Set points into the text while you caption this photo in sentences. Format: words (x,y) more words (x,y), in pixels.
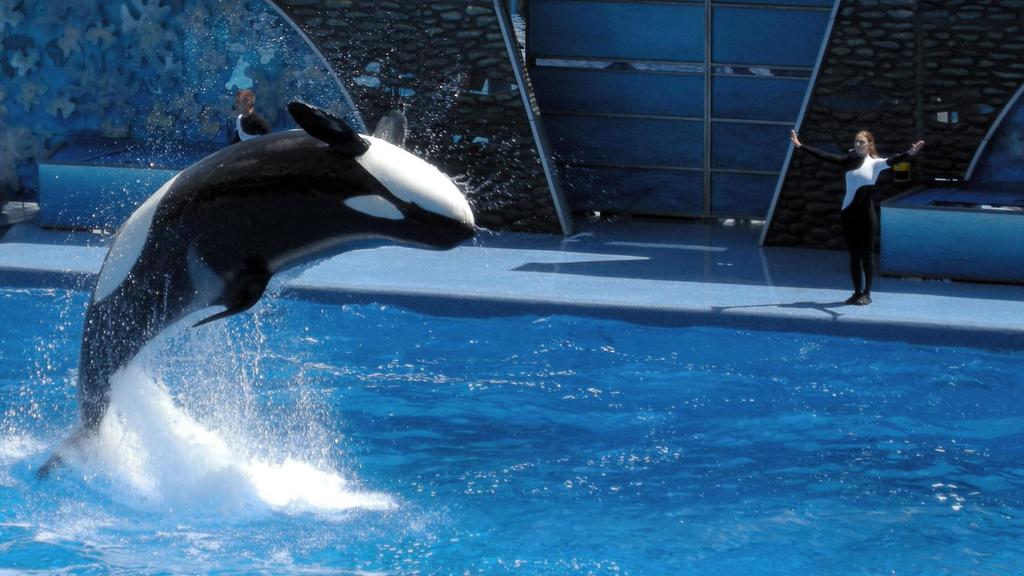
At the bottom of the image (461,473) we can see a swimming pool (354,459) and there is a dolphin (271,233) jumping. On the right (867,289) there is a lady (866,277) standing. In the background (556,131) we can see a man (254,132), a wall (188,131) and a door (542,126).
